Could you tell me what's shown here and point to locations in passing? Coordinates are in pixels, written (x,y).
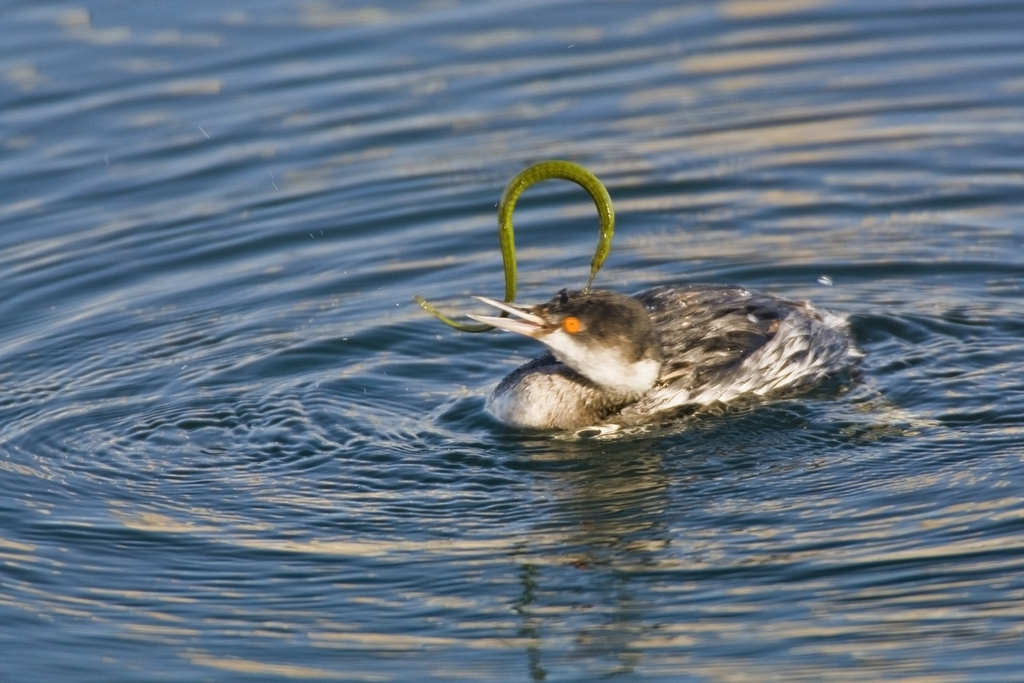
In this picture there is grebe (651,360) in the center of the image (616,382), on the water (575,270) and there is water (660,260) around the area of the image.
